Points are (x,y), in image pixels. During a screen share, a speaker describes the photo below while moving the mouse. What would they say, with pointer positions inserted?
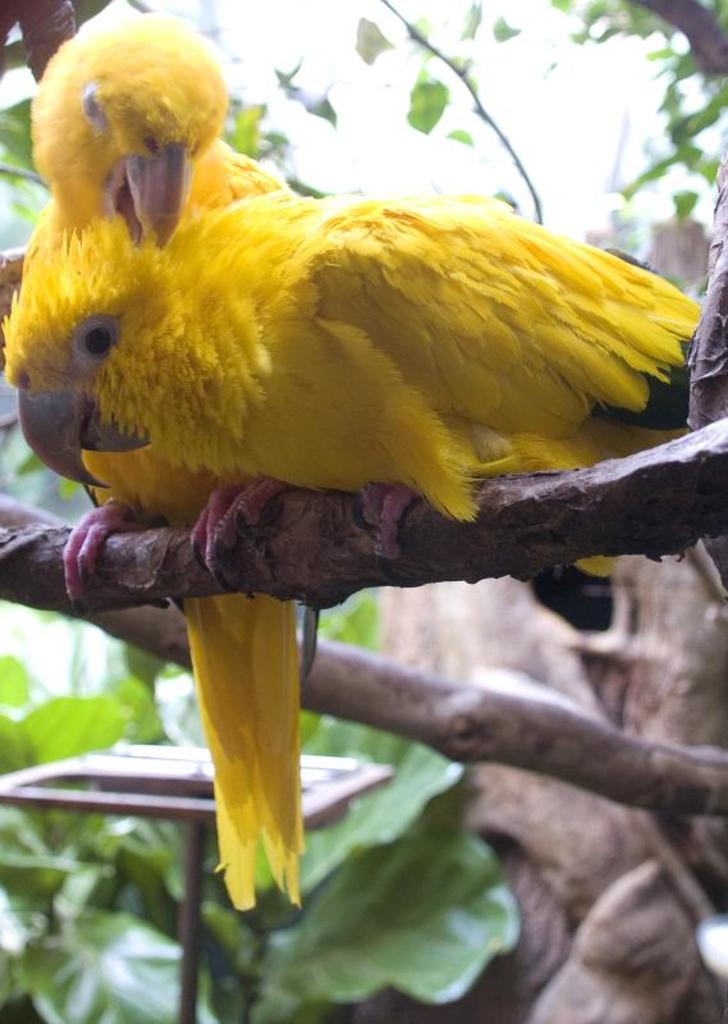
In this image there are two parrots (333,487) on the branch (688,520) of a tree (513,608). In the background of the image (458,114) there are leafs (5,703) and there is a metal stand (44,802).
